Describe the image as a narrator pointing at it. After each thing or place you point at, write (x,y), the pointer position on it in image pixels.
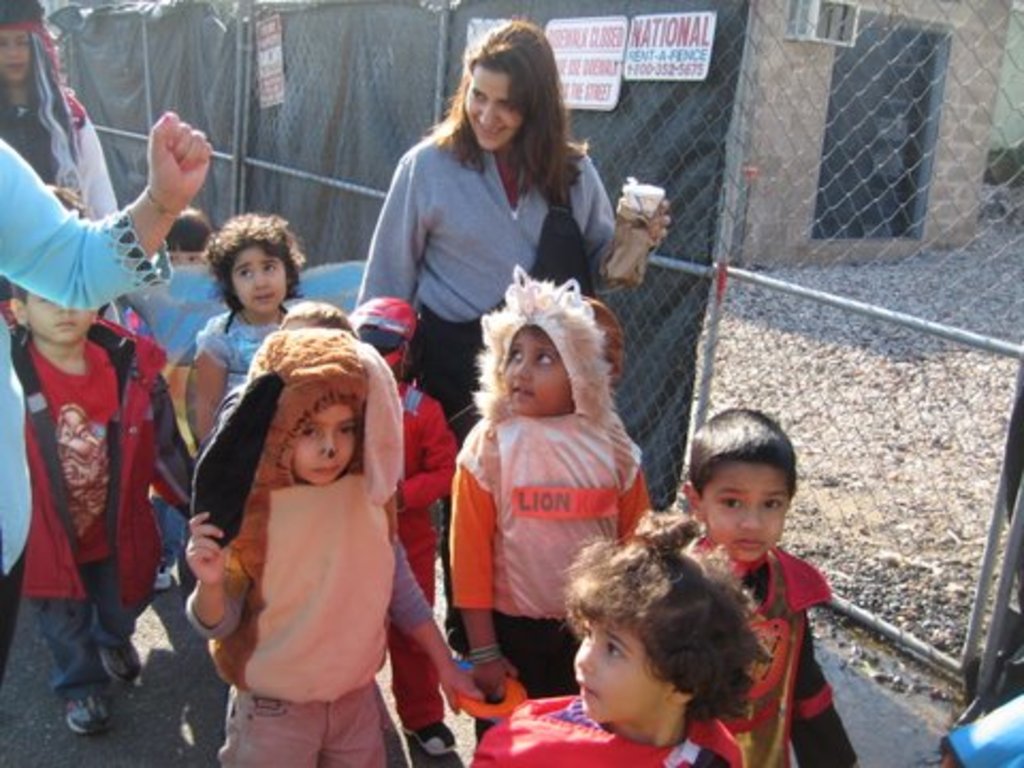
This image consists of many people (464,511) walking on the road (156,726). At the bottom (142,723), there is a road (142,723). In the center (429,257), there is a woman (538,237) wearing gray jacket (419,229). In the background (696,216), there is a fencing (219,82) and a house (895,227). On the right (882,478), there are stones (900,369).
